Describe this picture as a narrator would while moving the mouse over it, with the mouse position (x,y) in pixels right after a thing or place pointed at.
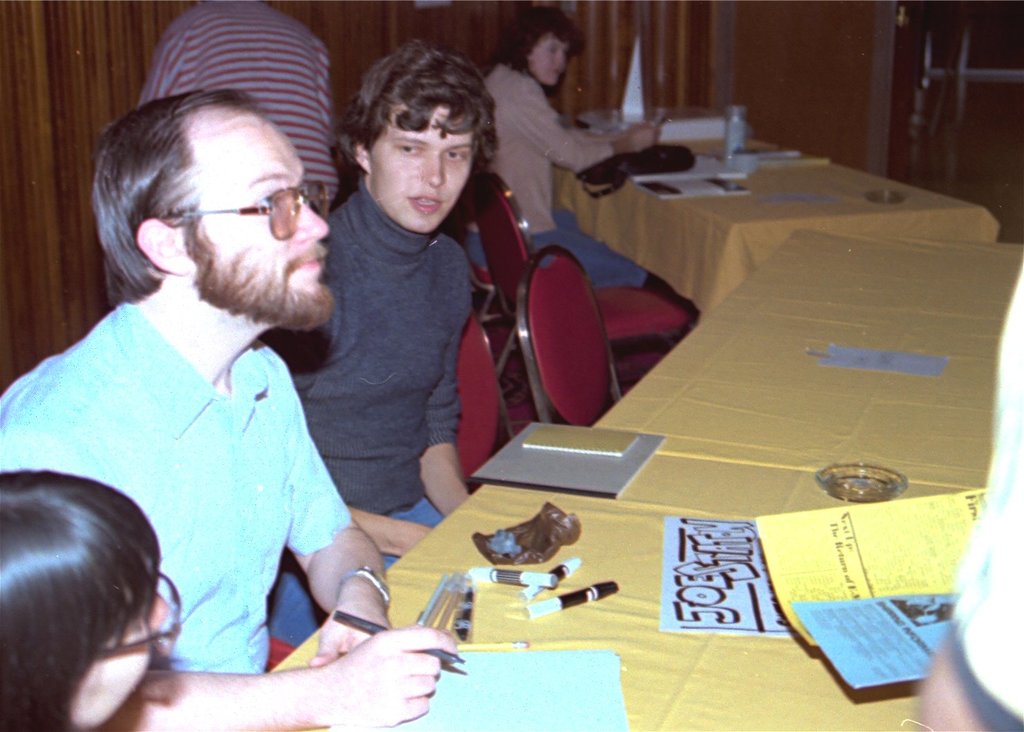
In the picture we can see a man (124,437) sitting near the desk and holding the pen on the paper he is with the beard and besides him we can see some people (127,569) are sitting and in the background (667,30) we can see the wall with the curtain (16,223).
